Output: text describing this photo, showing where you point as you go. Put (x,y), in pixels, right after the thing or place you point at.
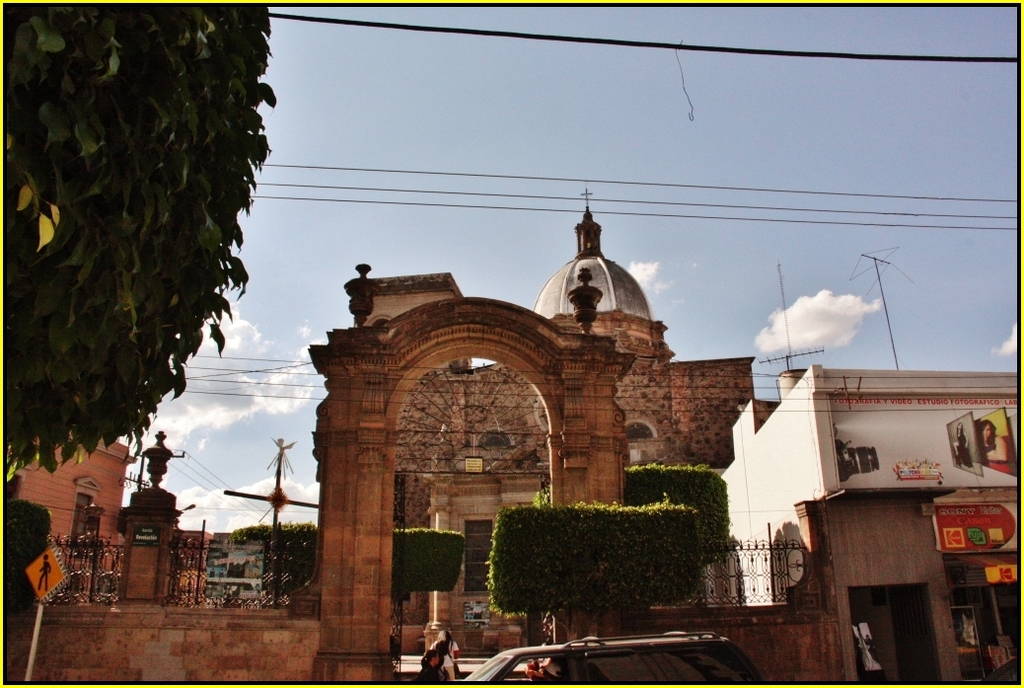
In this image I can see a tree (190,333), bushes (12,559), number of buildings (1012,375), wires (489,32) and few poles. On the bottom side of this image (744,660) I can see a car (624,666), few people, a pole (41,616) and a sign board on it. On the right side (899,478) I can see few boards (932,433) and on it I can see something is written. In the background (389,227) I can see clouds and the sky (477,246).
